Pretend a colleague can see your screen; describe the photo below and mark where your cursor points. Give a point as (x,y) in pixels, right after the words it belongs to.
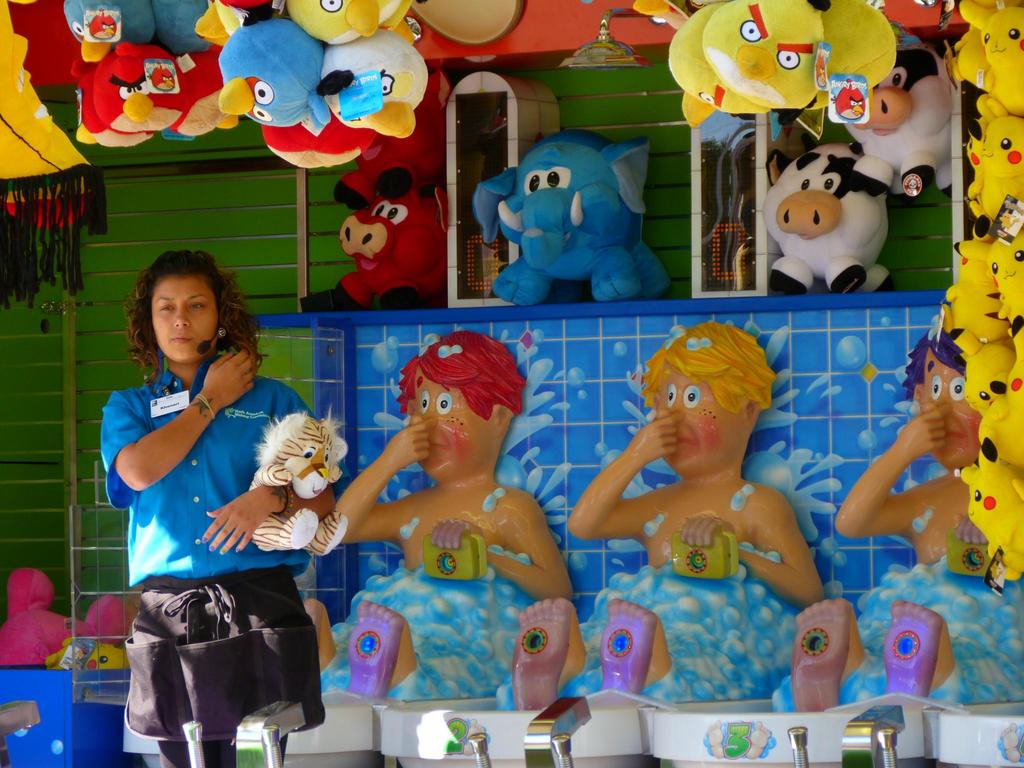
The woman (142,467) on the left side of the picture (123,480) wearing blue shirt (187,470) is holding a stuffed toy (312,467) in her hands (218,520). Behind her, we see toys (561,592) and stuffed toys (530,156) which are in red, blue, white and yellow color. In the background (115,326), we see a wall (263,237) in green color. In the left bottom of the picture (60,686), we see a blue color box (66,720) and pink color stuffed toy (22,593).
